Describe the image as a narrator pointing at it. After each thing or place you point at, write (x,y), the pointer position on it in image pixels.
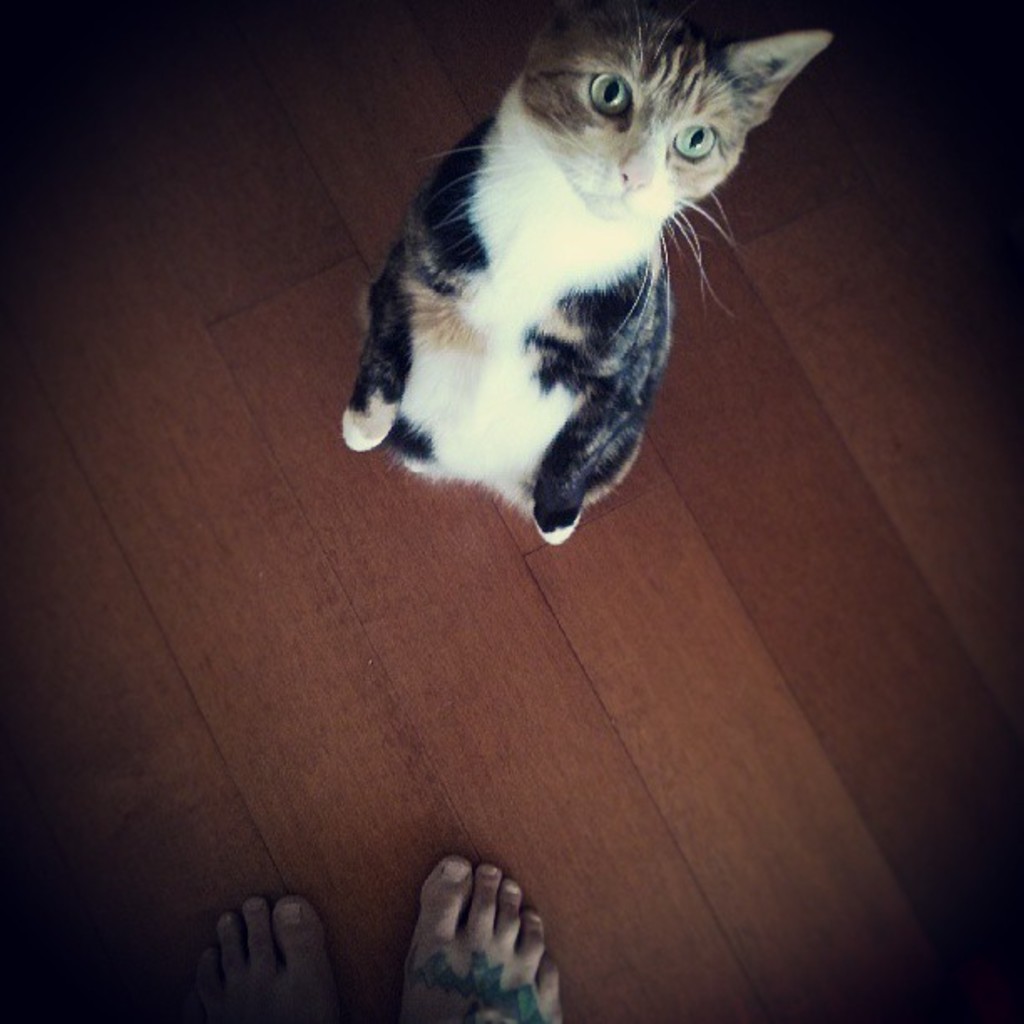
In this picture I can observe cat (524,331) on the floor (512,561). The cat (514,301) is in white and black color. In the bottom of the picture (486,915) I can observe two human legs (326,961).
